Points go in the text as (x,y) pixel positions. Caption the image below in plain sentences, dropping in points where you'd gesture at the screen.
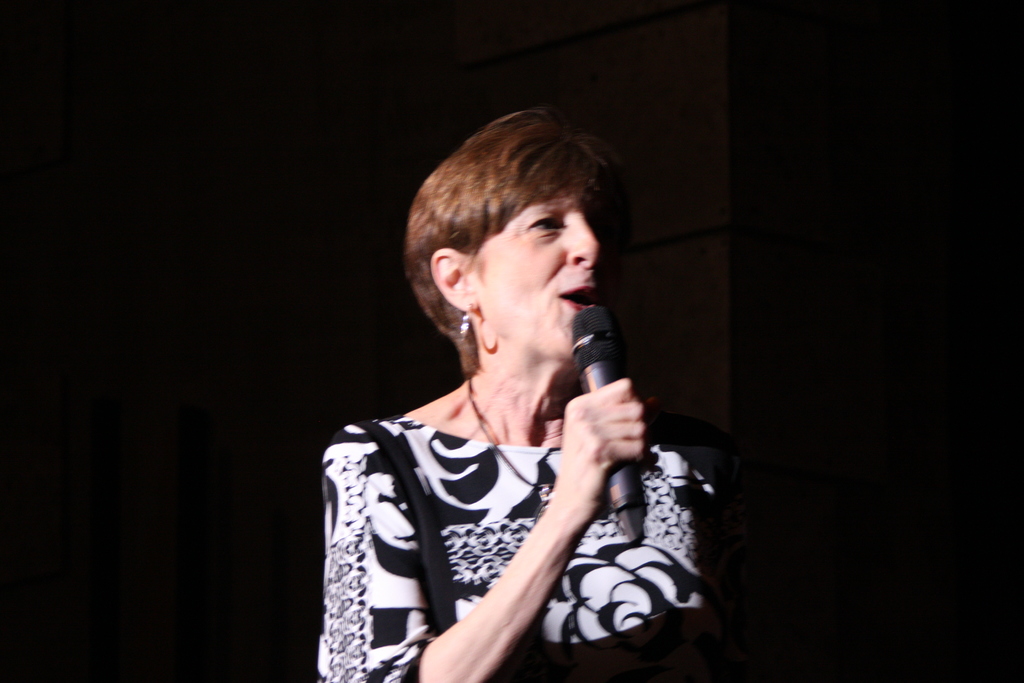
In this image I can see a woman (427,538) wearing a black color dress (695,505) and holding a mike (603,315), her mouth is open and background (90,387) I can see dark view (625,267).
